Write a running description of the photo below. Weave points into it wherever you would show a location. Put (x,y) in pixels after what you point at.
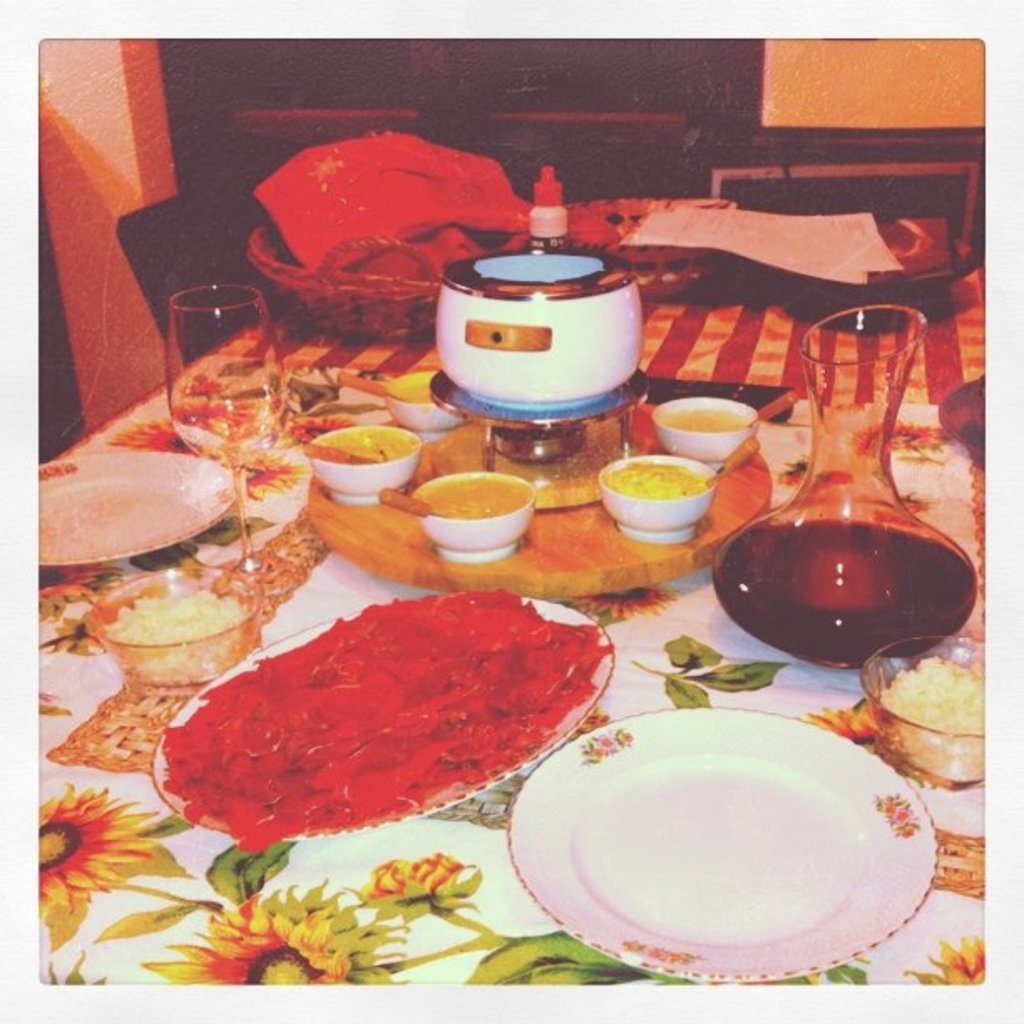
In this image there are food items (339,690) in bowls (630,459) and on plate (549,676), there are trays (637,235), jug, glass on the table (674,628), and in the background (180,254) there is a chair (152,268).
